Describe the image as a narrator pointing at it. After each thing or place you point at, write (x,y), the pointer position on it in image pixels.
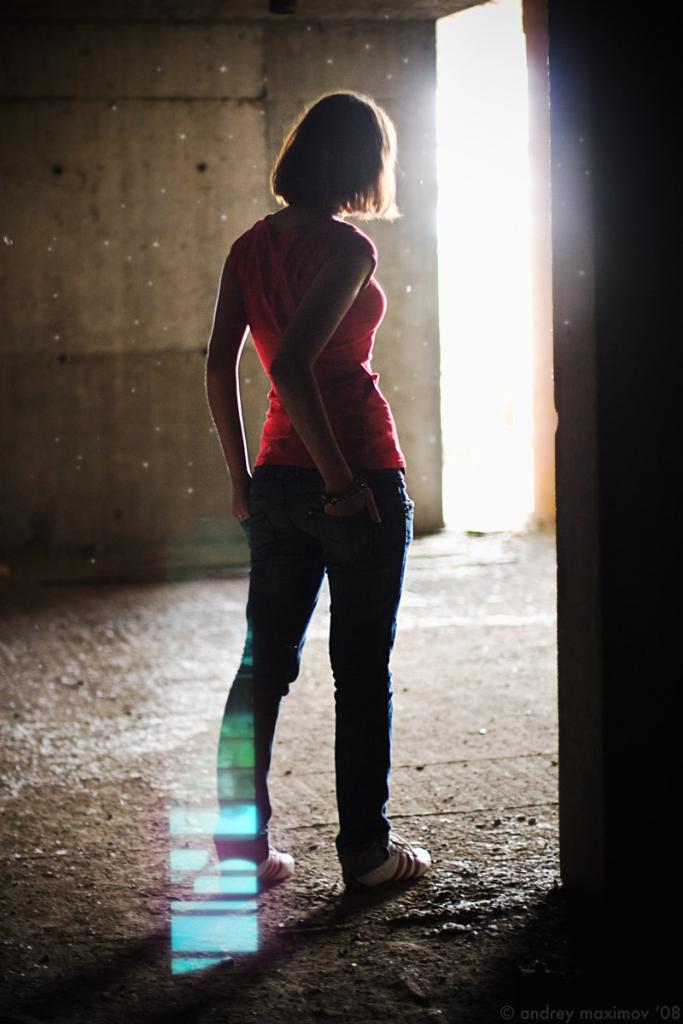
In this image I can see in the middle (293,608) a woman (314,451) is standing, she is wearing a t-shirt (358,359) and a trouser (395,534).
